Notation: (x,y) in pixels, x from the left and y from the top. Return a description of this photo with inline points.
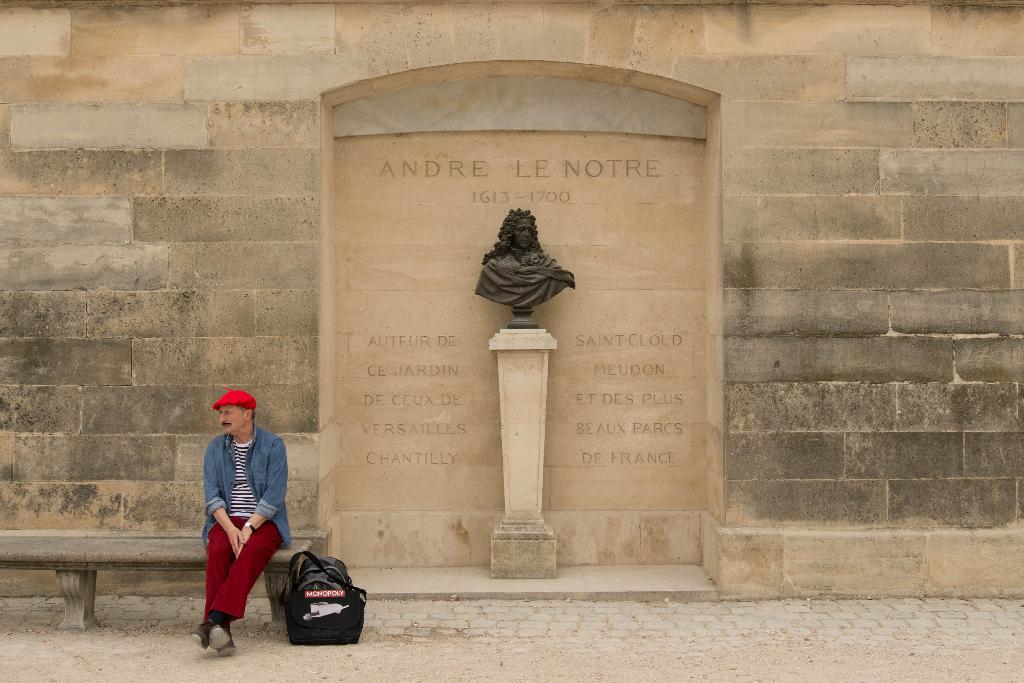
In the image there is a man (244,458) sitting on a bench (201,561) on the left side (150,563) with a bag (331,577) beside him on the floor (332,658) and behind him there is a statue (537,285) in the middle (529,363) with text (391,430) in either side of it on the wall (638,356).
